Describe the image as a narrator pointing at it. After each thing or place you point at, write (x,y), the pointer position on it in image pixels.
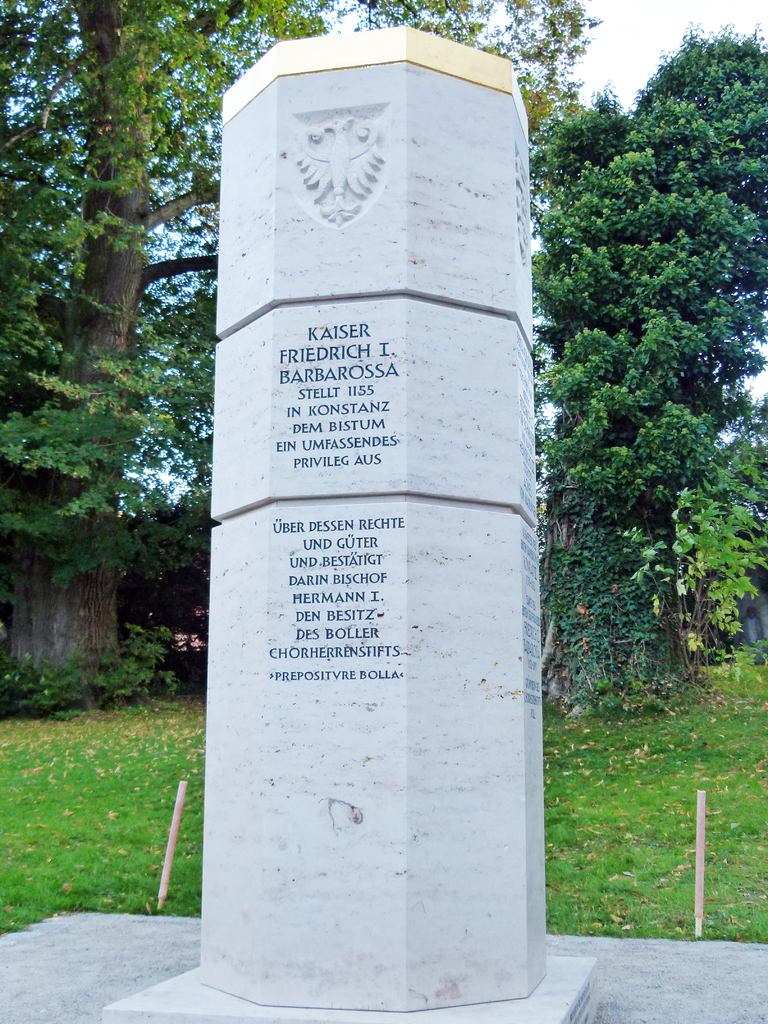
This is the picture of a place where we have a pillar (389,458) on which there is a sculpture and something written and behind there is some grass floor (85,720) and some trees (727,75) and plants (767,555).
